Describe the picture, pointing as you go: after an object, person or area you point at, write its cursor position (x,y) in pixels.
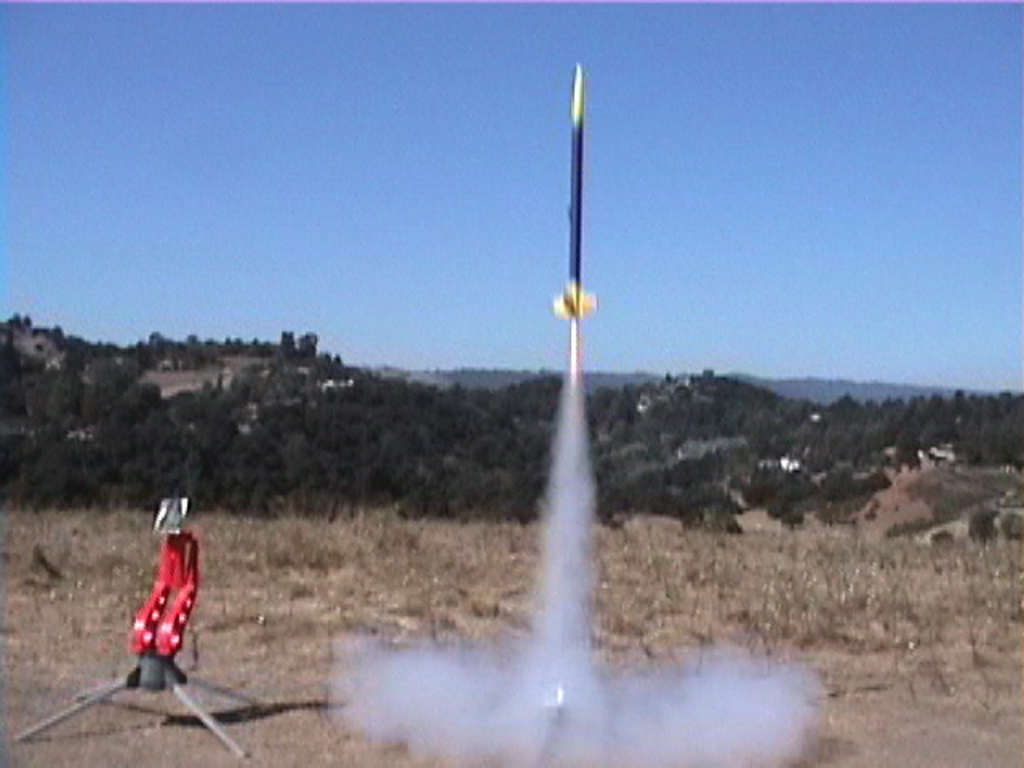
In this image we can see a rocket (565,305) and the smoke (568,417). Beside the smoke (406,693) we can see an object (139,676). Behind the rocket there are groups of trees (461,403) and mountains (689,397). At the top (545,136) we can see the sky (388,185).
